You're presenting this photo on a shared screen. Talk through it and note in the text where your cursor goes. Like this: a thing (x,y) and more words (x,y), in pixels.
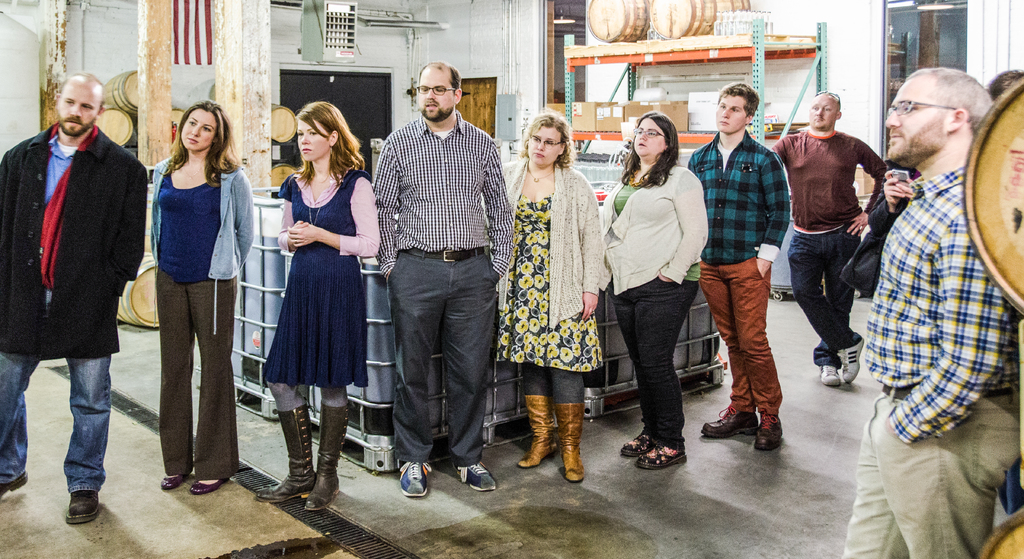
In this image there are group of people (387,263) standing, and there are barrels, pallet containers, cardboard boxes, lights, rack (634,60), wall (534,33).
